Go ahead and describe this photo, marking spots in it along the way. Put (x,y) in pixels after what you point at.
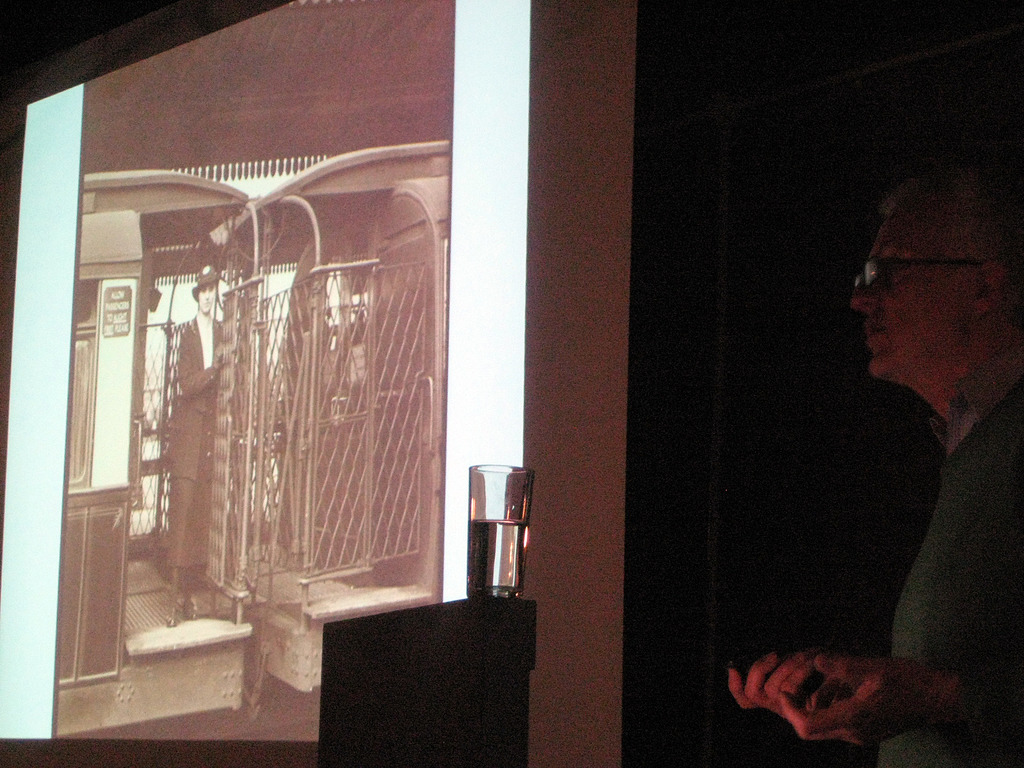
In this image I can see a person (956,528) on the right side (1009,288), in the middle (404,300) I can see screen (446,264), in the screen (115,341) I can see person image (215,369), fence (416,388), in front of screen (460,523) there is a glass (503,517) contain water (479,572) kept on table (413,639).
